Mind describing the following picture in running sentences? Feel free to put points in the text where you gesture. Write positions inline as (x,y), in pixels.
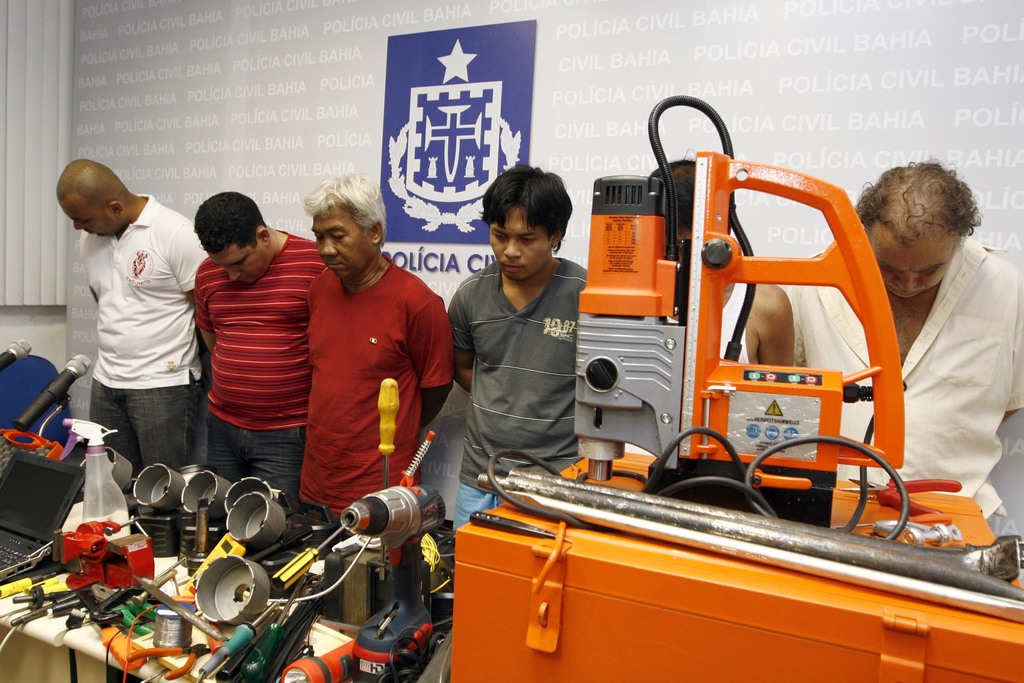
There are people (930,234) standing, in front of these people (533,315) we can see microphones (46,401), tools (197,564), machine (675,419), bottle (77,423), laptop (52,460), cables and objects (349,530) on tables (340,622), behind these people (244,374) we can see banner (434,110). In the background (48,330) we can see wall (37,352) and chair (25,375).
